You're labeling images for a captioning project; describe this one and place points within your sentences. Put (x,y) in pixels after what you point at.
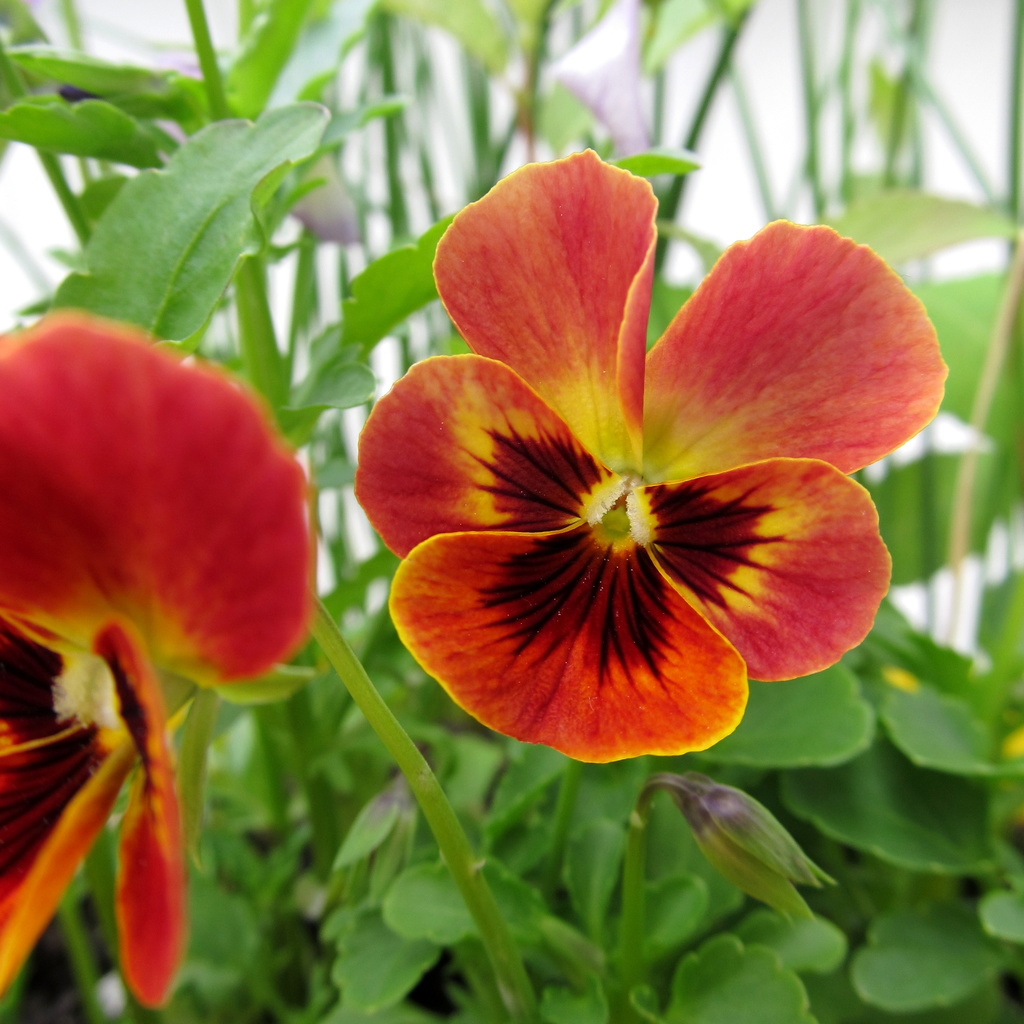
In the picture we can see some plants (348,966) and leaves (741,975) and to it we can see some flowers (879,386) which are red and some brown in color in the middle of the flower (629,538).
